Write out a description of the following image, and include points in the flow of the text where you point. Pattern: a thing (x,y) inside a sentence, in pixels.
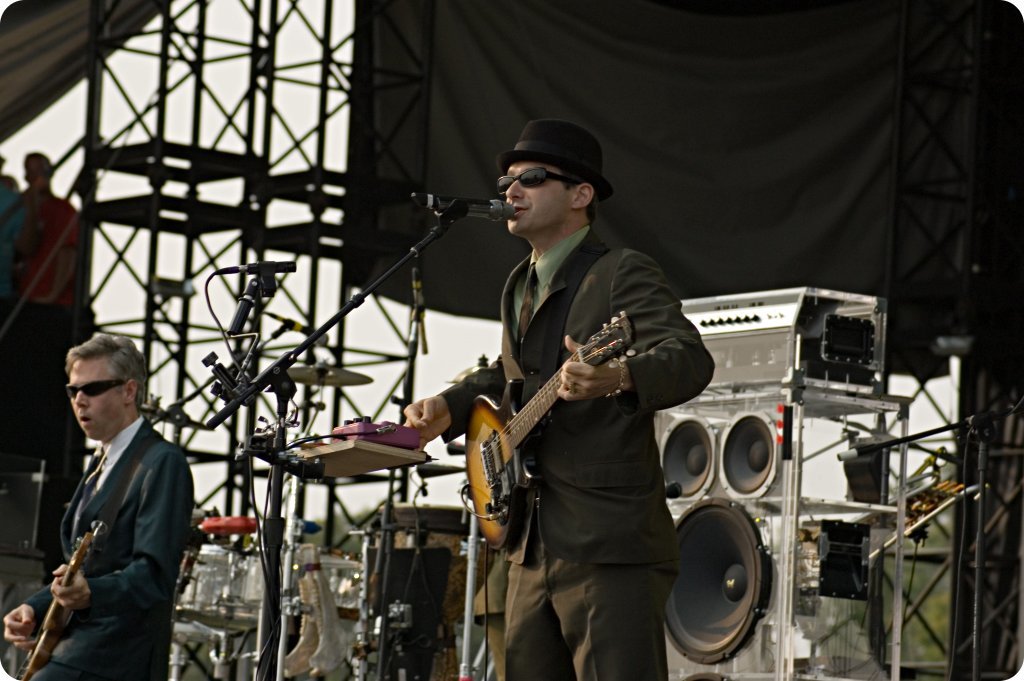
There is a man (547,282) in suit (556,493) wearing a spectacle (541,170), standing, holding and playing a guitar (495,468). In front of him, there is a mic (479,202) and stand (284,388). Beside him, there is other person (130,564) is playing guitar (32,659). In the background (476,59), there is a black sheet (474,69), a stage (338,247), speaker (767,509), trees (937,619), sky (823,429), some persons (46,183), and a roof (58,32).
